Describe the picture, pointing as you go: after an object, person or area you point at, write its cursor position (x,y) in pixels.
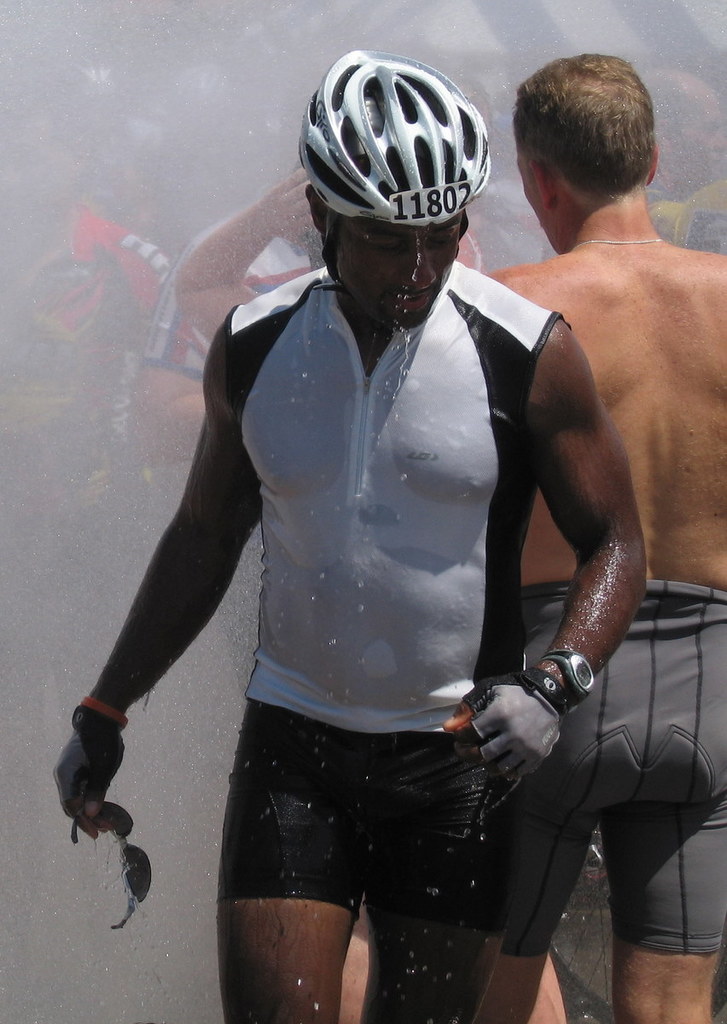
The man (359,398) in white T-shirt (442,518) who is wearing a white helmet (436,133) is holding goggles (131,885) in his hand (70,810). Behind him, we see people (695,292) are standing. In the background (152,91), it is blurred.
